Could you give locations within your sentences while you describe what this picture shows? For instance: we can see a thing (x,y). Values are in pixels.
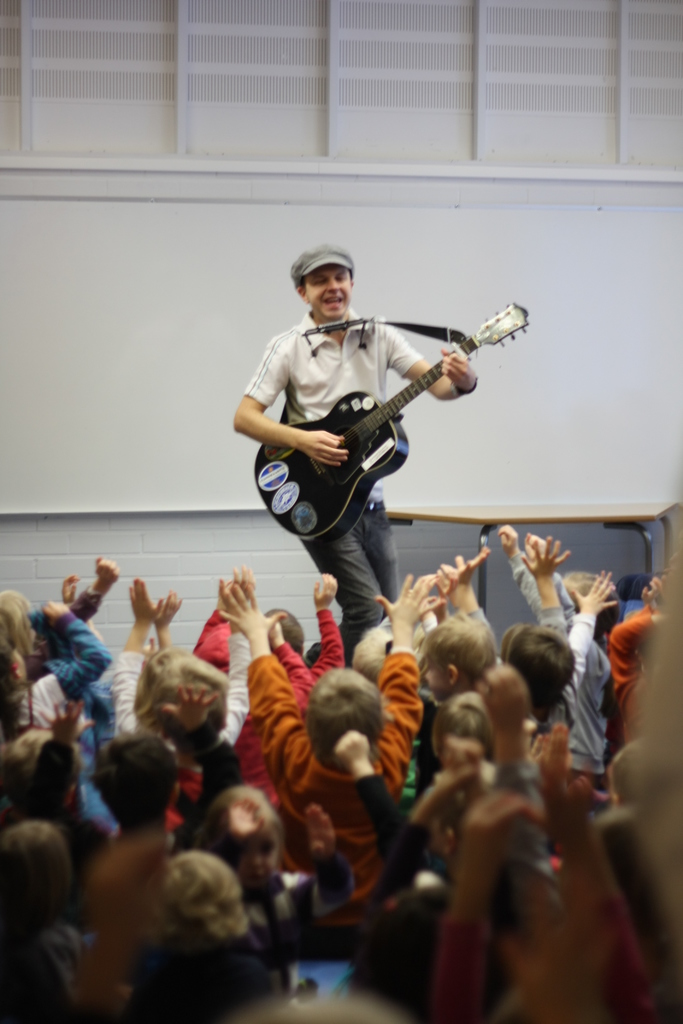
This picture shows a man (349,635) playing a guitar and we see audience (566,782) cheering him.
